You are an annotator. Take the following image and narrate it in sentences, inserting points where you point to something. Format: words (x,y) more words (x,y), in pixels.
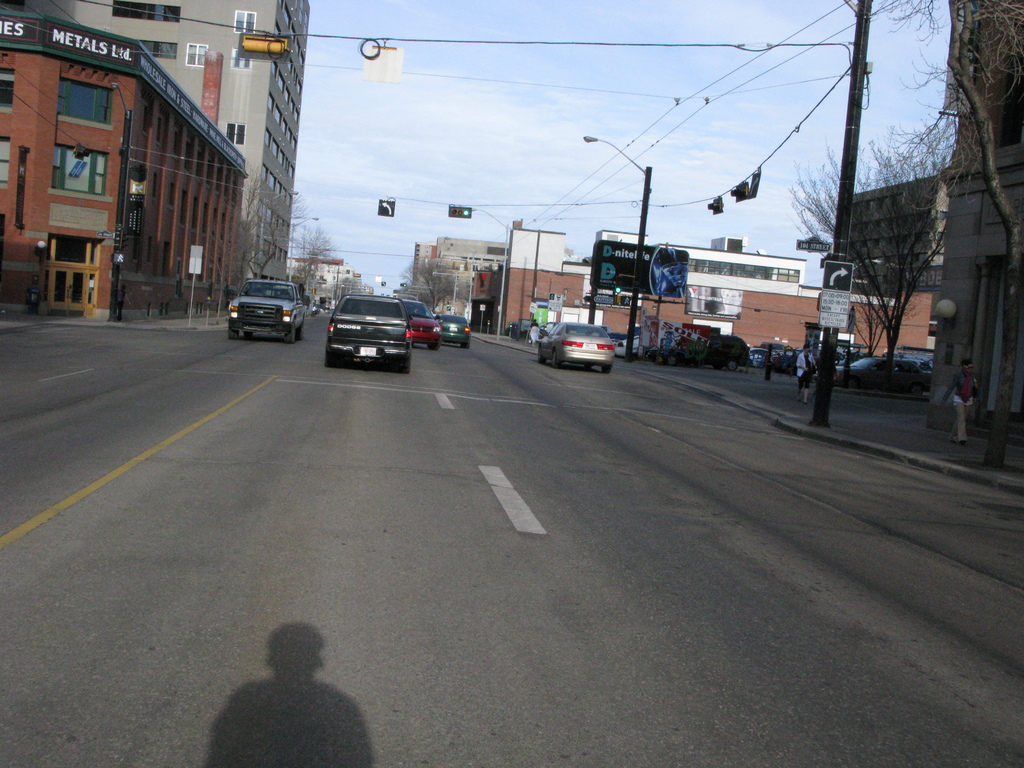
This picture is clicked in the city. Here, we see many cars (282,299) moving on the road (507,432). On either side of the road (987,543), we see buildings (286,245) which are in white and brown color and we even see street lights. In the middle of the picture (664,274), we see traffic signals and we even see a black color board (650,286) with some text (614,266) written on it. At the top of the picture (547,79), we see the sky (751,133) and wires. At the bottom of the picture (263,751), we see the shadow (335,732) of the man (335,732) on the road (154,684).
